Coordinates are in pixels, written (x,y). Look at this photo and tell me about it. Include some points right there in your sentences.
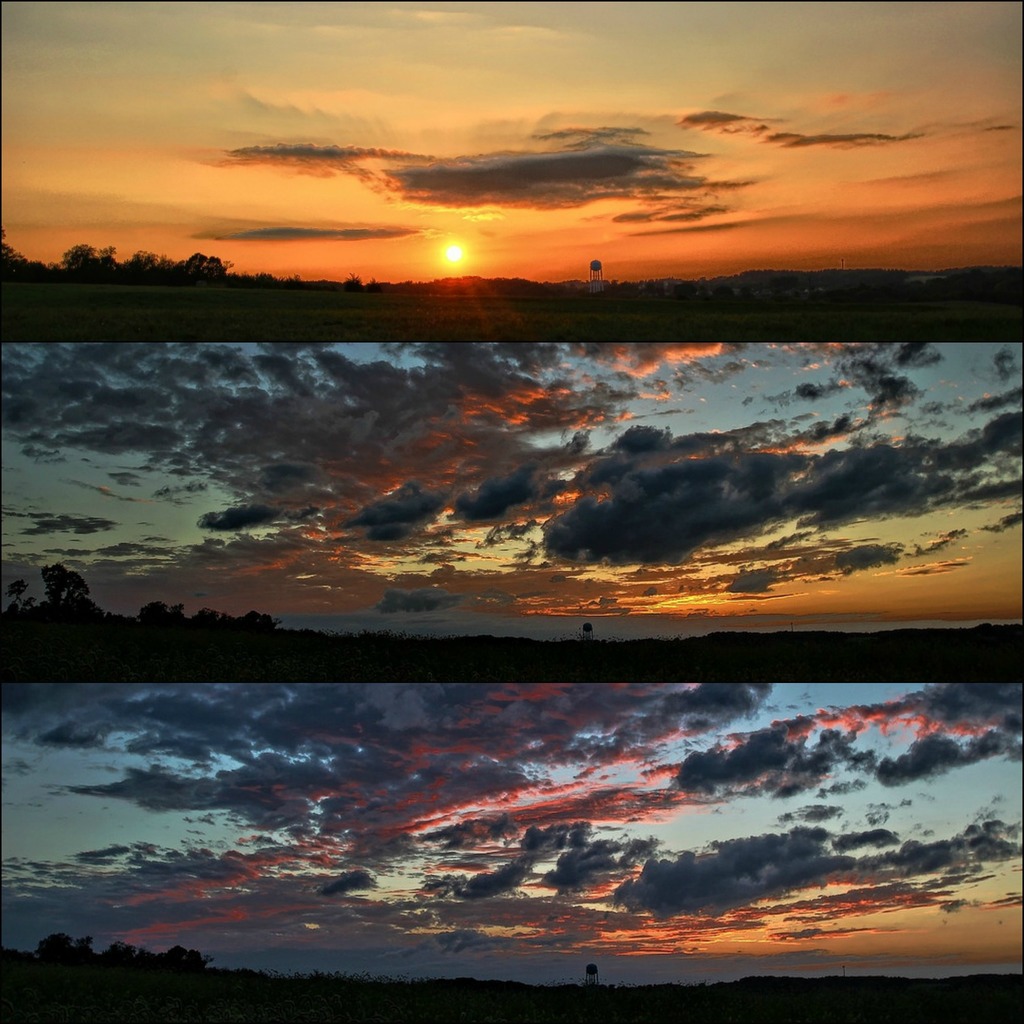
There are three pictures where the above picture has the sun (460,254) and trees (468,287) in the background (536,287) and the ground (541,308) is greenery (532,302) and the below two pictures has trees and a cloudy sky (492,704).
